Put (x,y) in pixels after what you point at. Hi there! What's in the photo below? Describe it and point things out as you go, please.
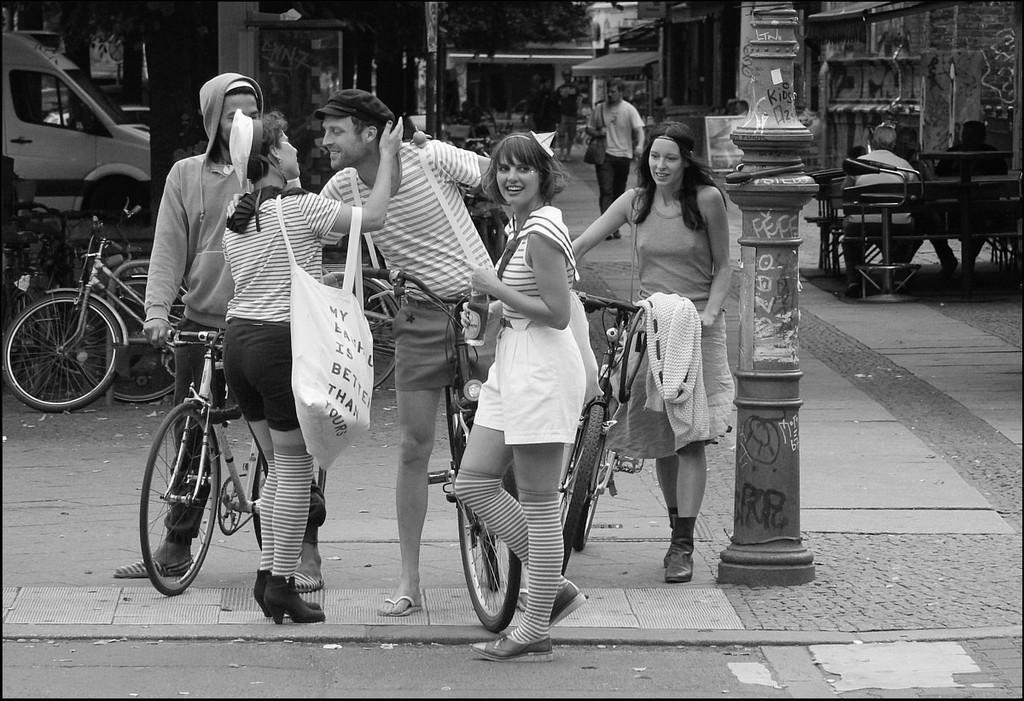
There are five people (427,324) of which three are woman (667,247) and two are men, the first woman (648,250) is holding a bicycle (591,449) and the second woman (543,436) is standing and laughing by looking at something the third woman (273,531) is looking into another man's face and behind them there are also other people (607,96) who are walking, to the left side (119,108) there is a bicycle (97,279) and a vehicle (79,156). In the background (418,76) there are trees (421,35) and other buildings (652,45).
